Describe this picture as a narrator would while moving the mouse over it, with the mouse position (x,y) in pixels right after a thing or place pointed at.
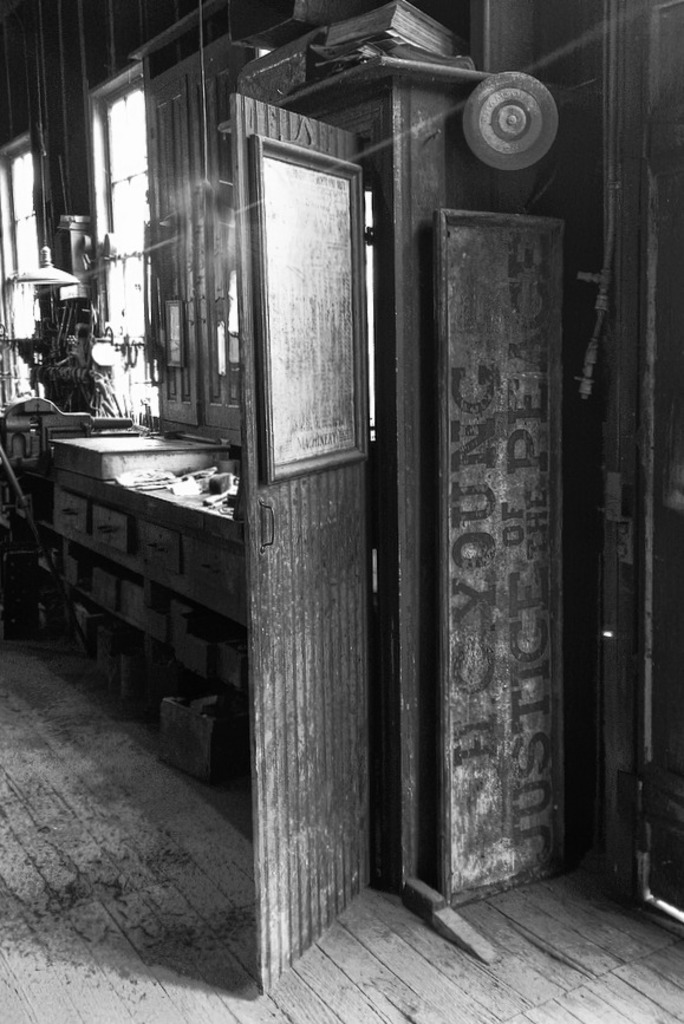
This is a black and white image. In this image we can see doors (290,610), cupboards (132,538), windows (122,247) and some objects (93,427).
